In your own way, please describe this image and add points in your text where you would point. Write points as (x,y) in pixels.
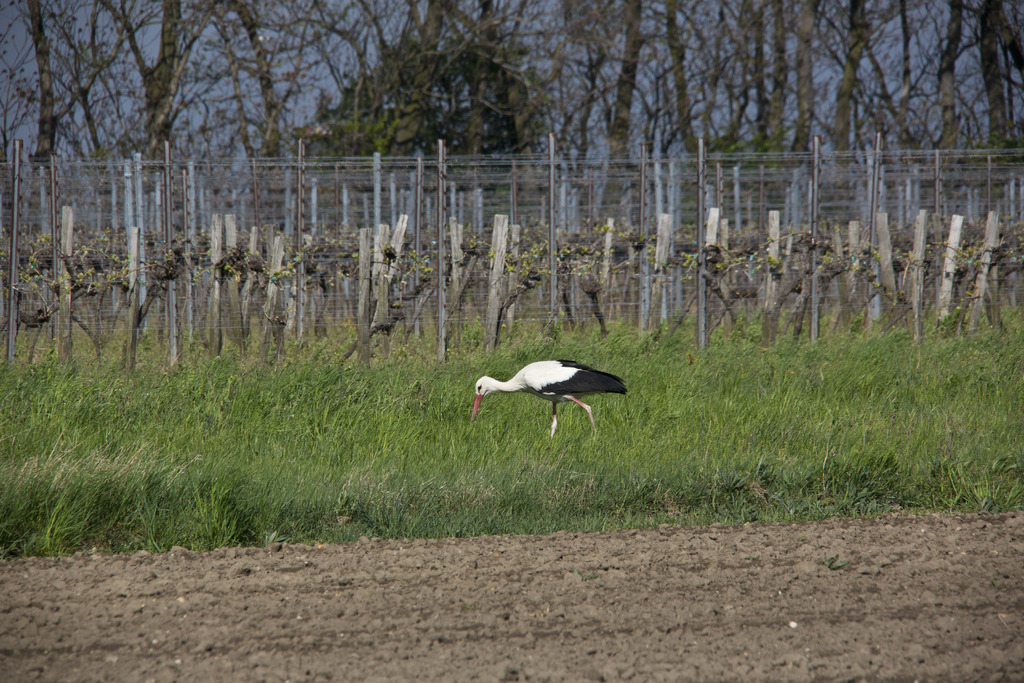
In this image we can see one bird (550,391) on the grass (514,450), so many trees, some plants (747,260), some poles (54,194), some fences (955,174), some sand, some grass (958,385) and at the top (972,93) sky (979,109) is there.
